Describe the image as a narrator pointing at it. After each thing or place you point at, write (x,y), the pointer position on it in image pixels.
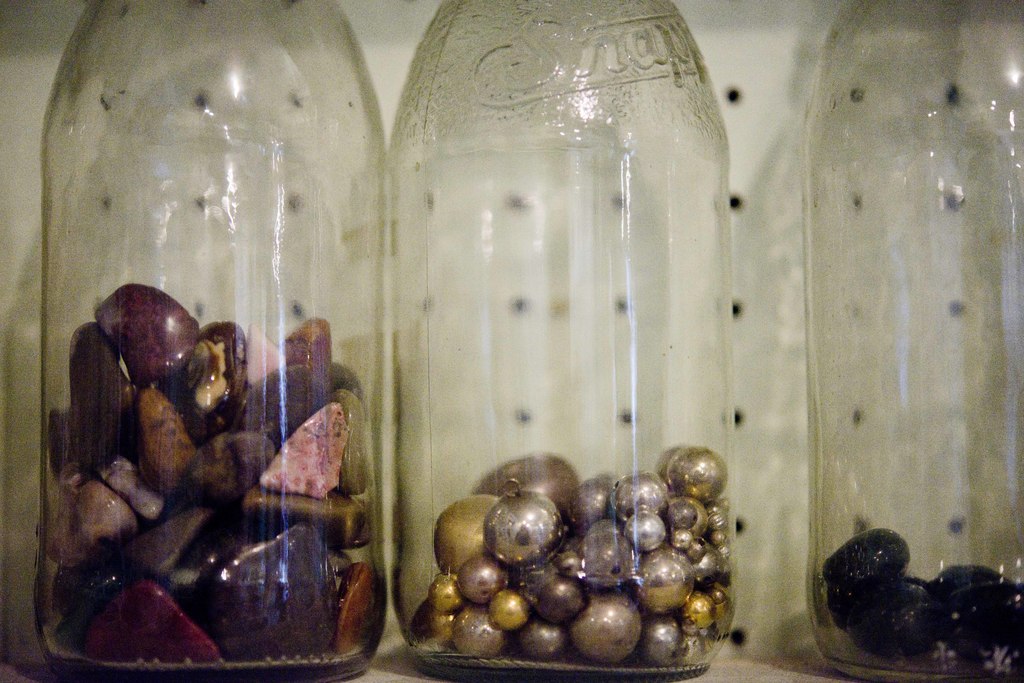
There are three bottles (459,365). On the left side (186,374) inside the bottle (223,300) there are stones (203,456). In the middle (556,383) inside the bottle (556,404) there are pearls (603,571).
